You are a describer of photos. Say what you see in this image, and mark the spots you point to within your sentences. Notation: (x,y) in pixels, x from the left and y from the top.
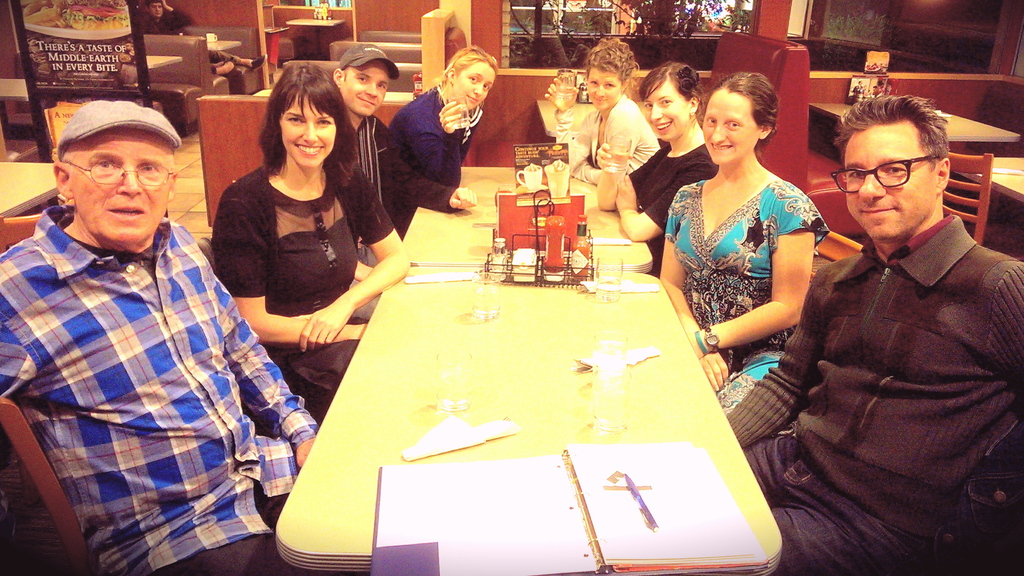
In this image i can see a group of people (483,91) sitting on the chair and they are smiling and there is a table (452,418). on the table (684,340) there is a book (688,527) and back side on the image i can see a sofa chairs (199,54). on the sofa chair (186,43) a person (154,20) sitting. on the sofa chair (202,66) there is a hoarding board (55,27) on the left (55,27) and there is some text (84,60) written on that. on right side (989,130) corner i can see there are some tables (1018,137) on the right side (973,130).
